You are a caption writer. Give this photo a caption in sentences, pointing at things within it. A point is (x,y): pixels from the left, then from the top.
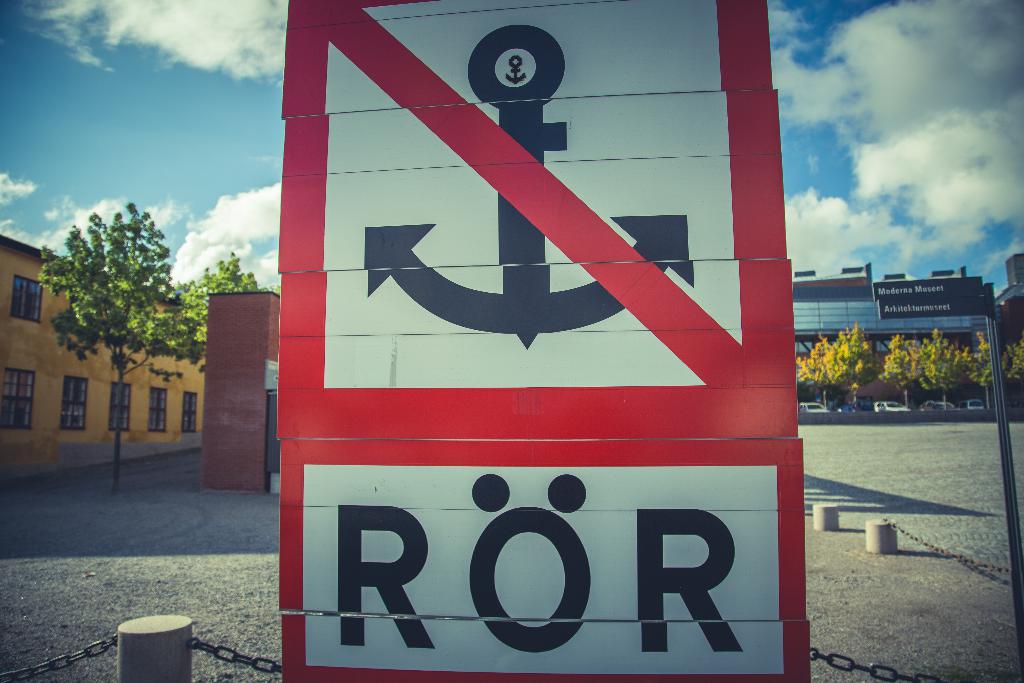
In the front of the image (561,201) there is a board (490,452) and chains (890,668). In the background of the image (966,385) I can see trees (918,353), vehicles (820,408), buildings (834,322), boards (929,283), pole (989,314) and cloudy sky (853,118).
